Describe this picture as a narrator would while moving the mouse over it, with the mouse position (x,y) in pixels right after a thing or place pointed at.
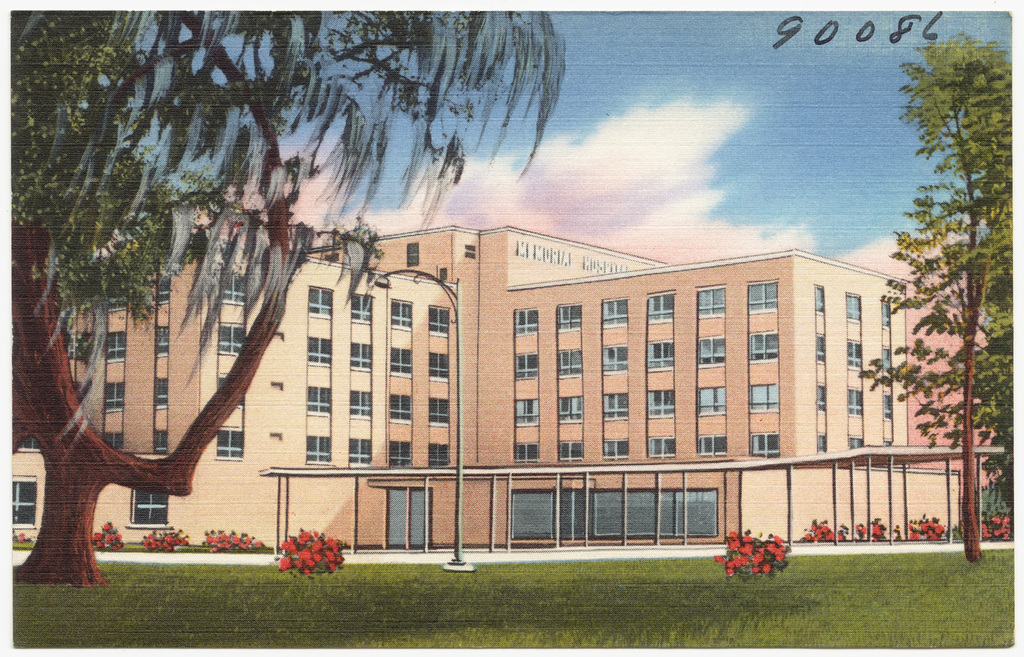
This is a poster. There is grass (499,593) in the bottom (611,597) and there are small bushes (749,541) in the bottom (336,558). There are trees (127,282) on the left side (201,173) and right side (988,91). In the middle (526,338) there is a building (536,410). There is sky (698,149) in the top (714,114). There are windows (616,513) to the buildings (661,361).
